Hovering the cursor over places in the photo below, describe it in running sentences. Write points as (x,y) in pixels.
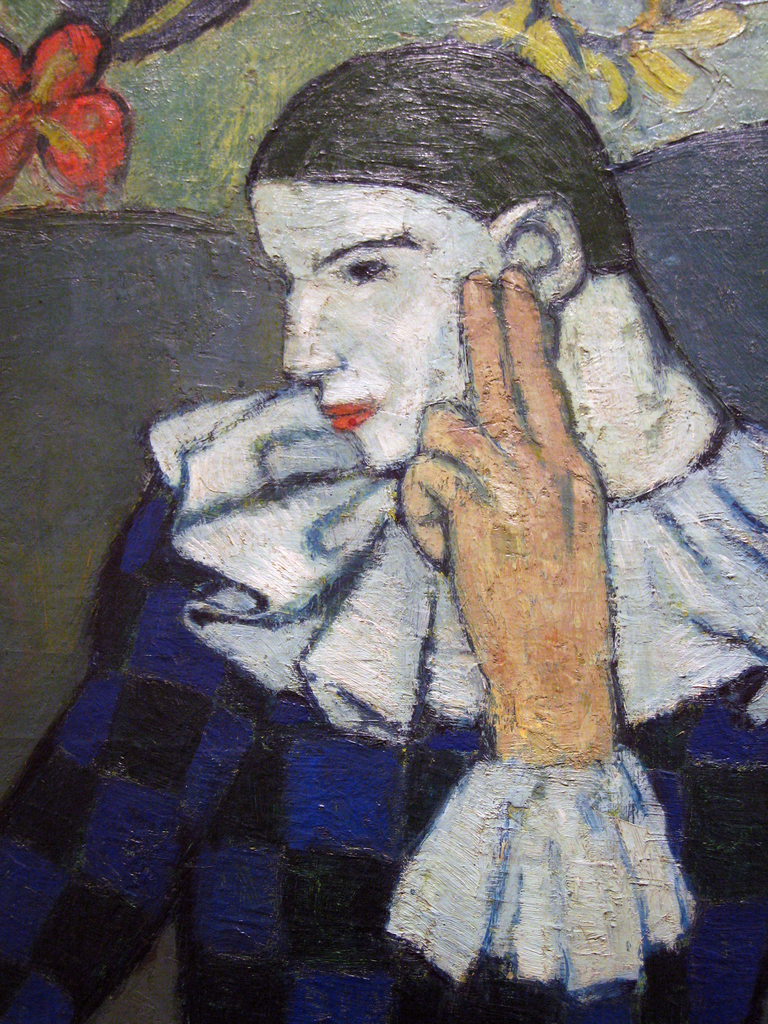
In this picture we can see a painting (317,723) of a person (482,524).
